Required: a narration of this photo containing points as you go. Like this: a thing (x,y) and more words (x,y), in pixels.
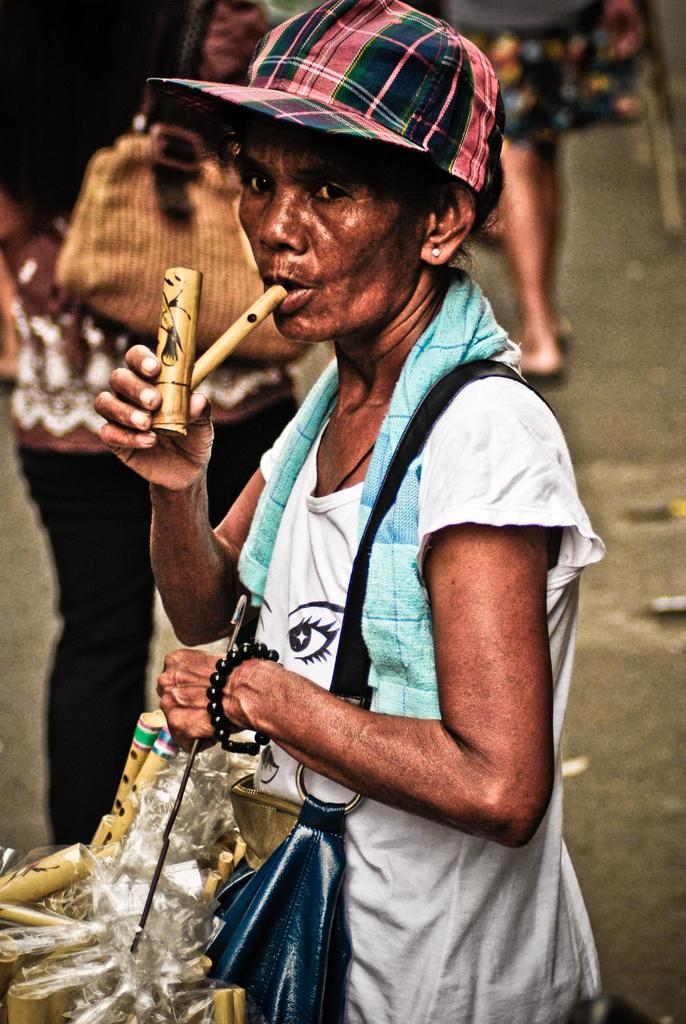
There is one woman (367,648) standing and playing flute (201,357) and holding some objects (163,912) in the middle of this image (337,586), and we can see some other people (97,327) in the background (97,337).
